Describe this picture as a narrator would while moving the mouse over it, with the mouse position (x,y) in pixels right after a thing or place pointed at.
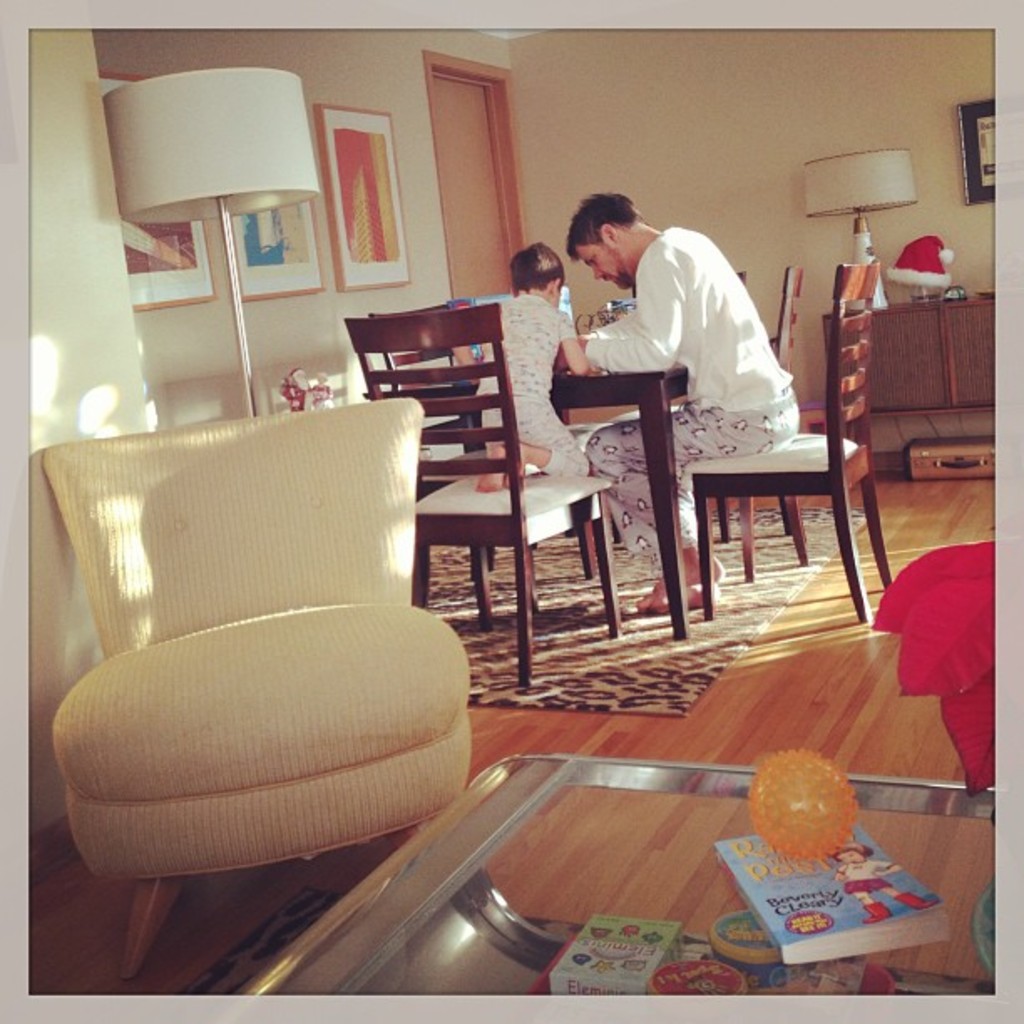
In this image in the middle (641,452) there is a man (707,409) he is sitting on the chair (793,458) in front of that there is a table (605,392), child (535,403), table (640,375) and chairs (484,399). On the left (227,656) there is a chair (227,679), lamp (246,347), photo frame (272,251), wall (367,66) and door (468,111). At the bottom (818,868) there is a book (815,882) and floor (870,570).
